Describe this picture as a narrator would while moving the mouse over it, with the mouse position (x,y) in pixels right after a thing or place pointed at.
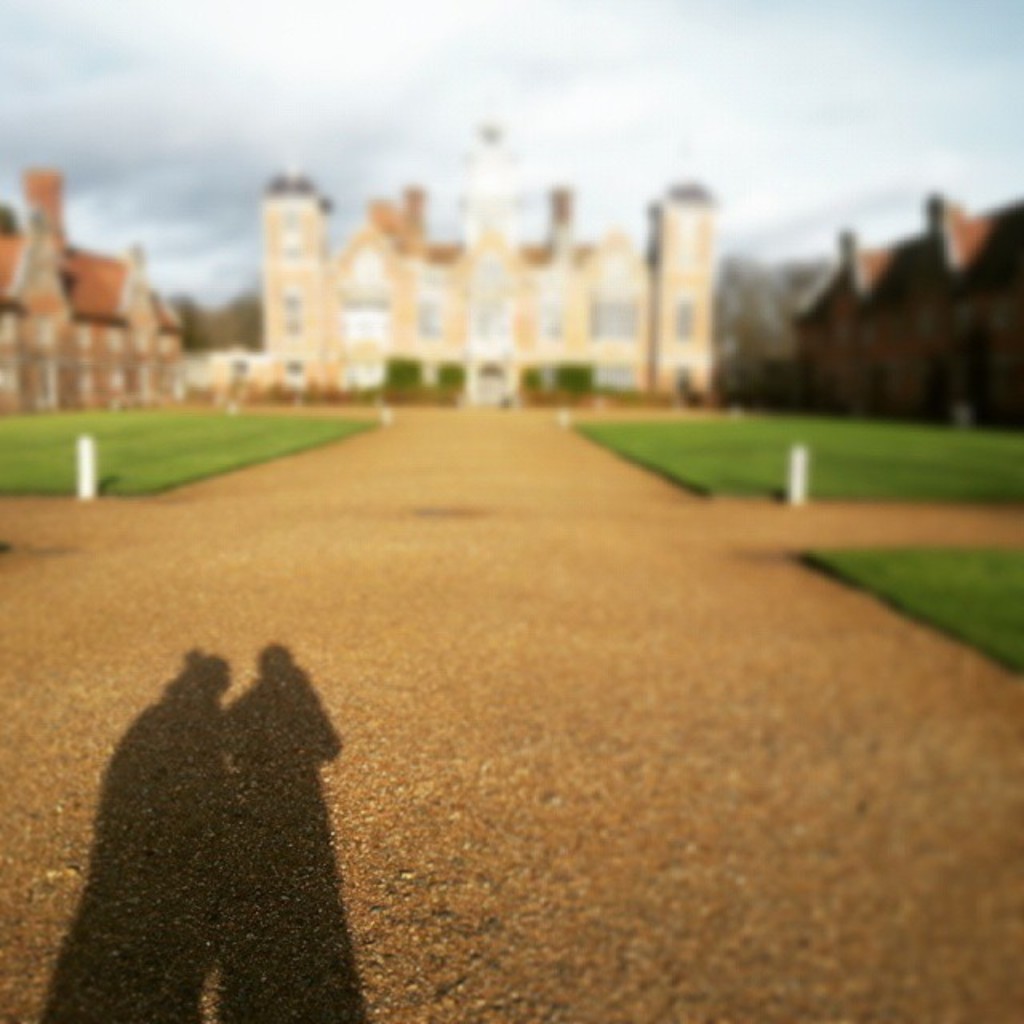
Here we can shadow (214,786). Background (856,337) it is blurry and we can see buildings (853,324).
